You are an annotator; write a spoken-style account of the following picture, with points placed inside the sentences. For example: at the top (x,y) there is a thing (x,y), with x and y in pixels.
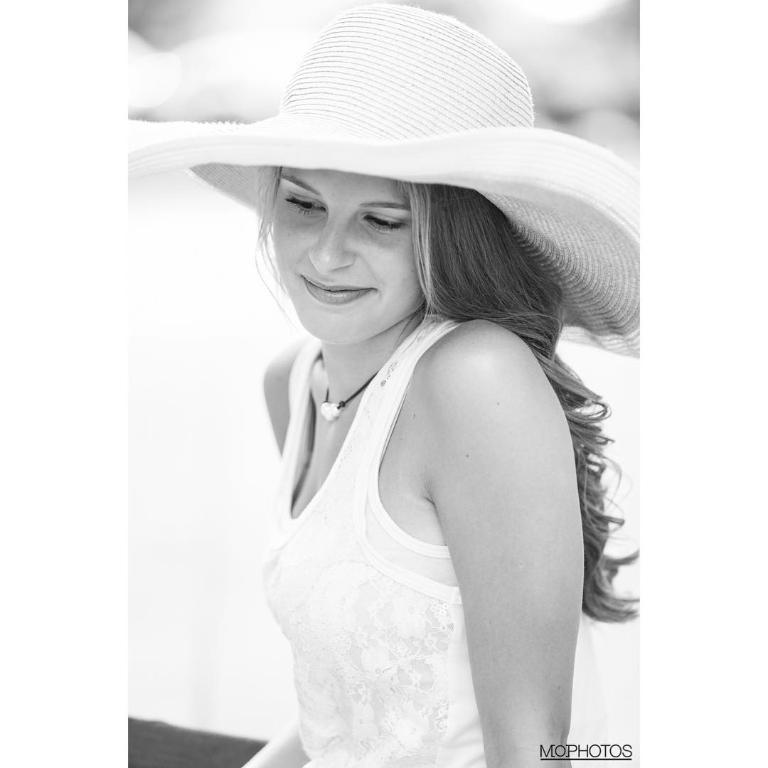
In this image I can see the person (316,623) with the dress (315,554) and hat (340,133). I can see the blurred background (280,91) and this is a black and white image.
